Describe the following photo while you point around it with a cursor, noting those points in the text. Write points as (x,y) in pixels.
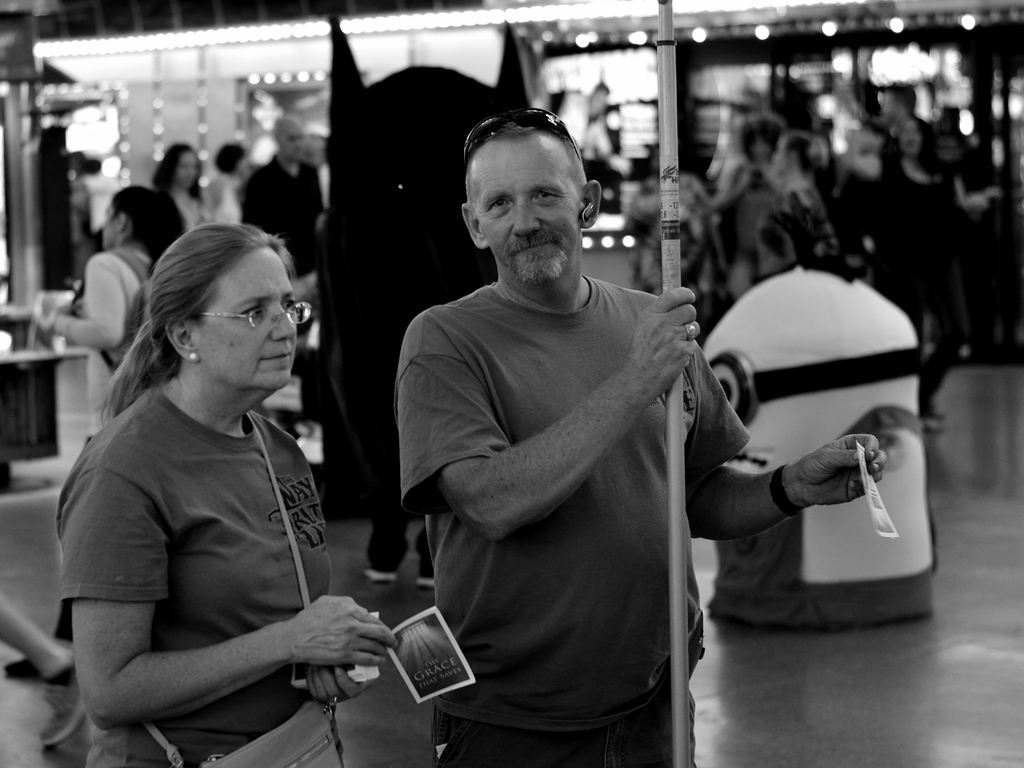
In this image we can see people (468,413) and there is an object (809,305). There is a pole (672,74). In the background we can see lights (243,42).
